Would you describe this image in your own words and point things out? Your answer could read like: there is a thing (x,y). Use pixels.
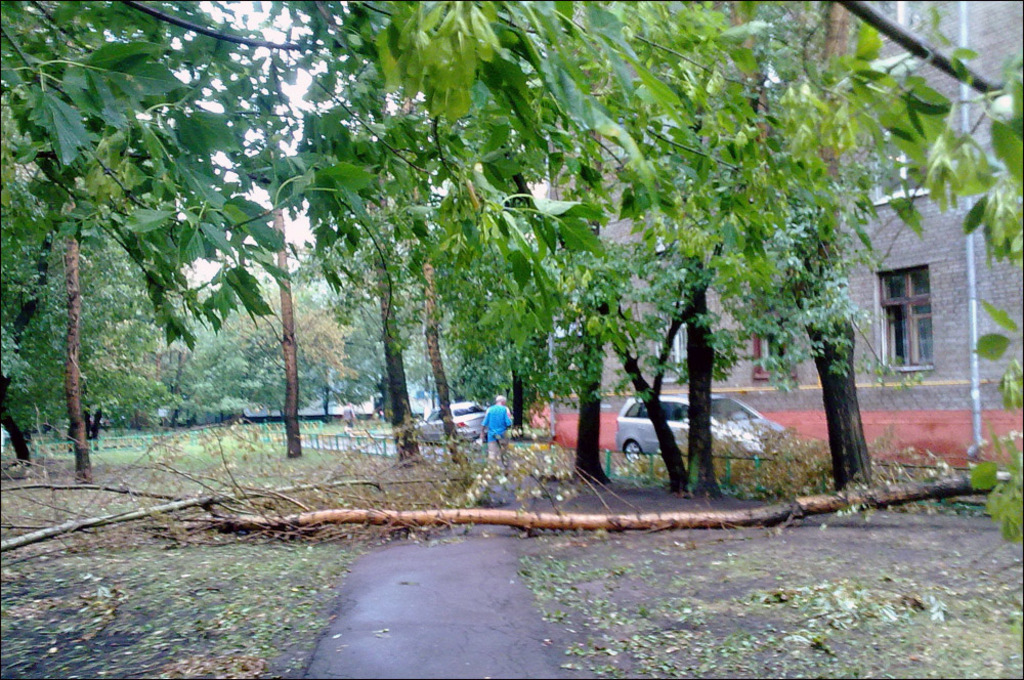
In this picture we can see some huge trees (320,336) in the image. Behind we can see a car (724,407) is parked in front of the brown house (870,319). In the front (495,643) bottom side we can see the ground area (430,647).
